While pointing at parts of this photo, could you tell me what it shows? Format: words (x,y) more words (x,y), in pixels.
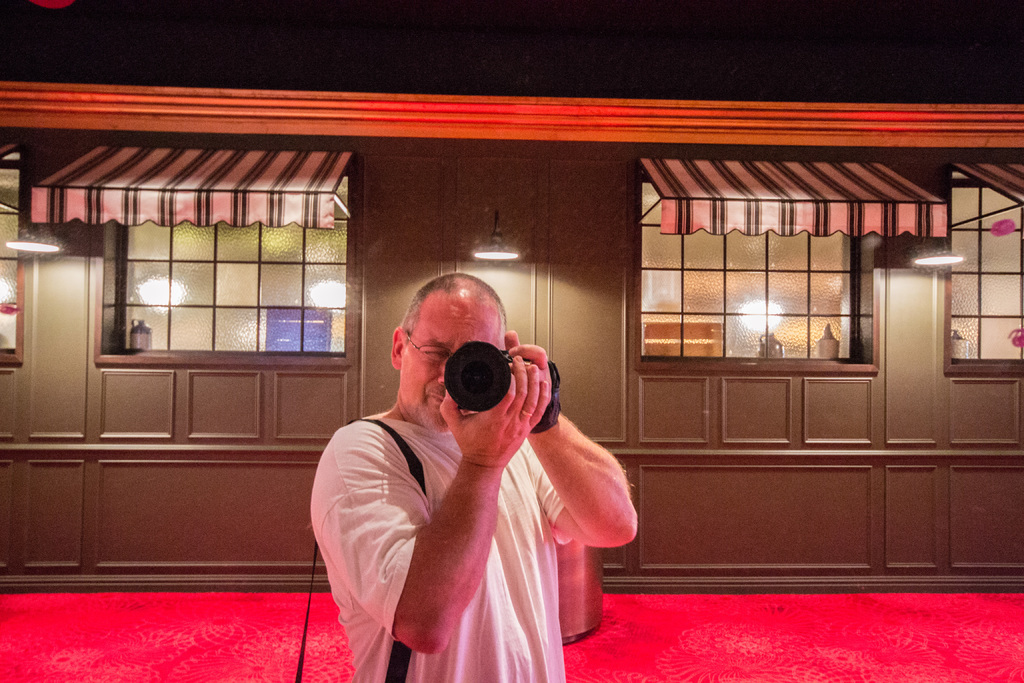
A man (431,510) wearing a white t shirt (504,544) is holding a camera (501,371). In the background (584,358) there is a building (446,136) with windows (240,276) and shades (234,180). On the window (156,330) there are kettles (142,331), light (748,328). And the floor (225,614) is red in color.
